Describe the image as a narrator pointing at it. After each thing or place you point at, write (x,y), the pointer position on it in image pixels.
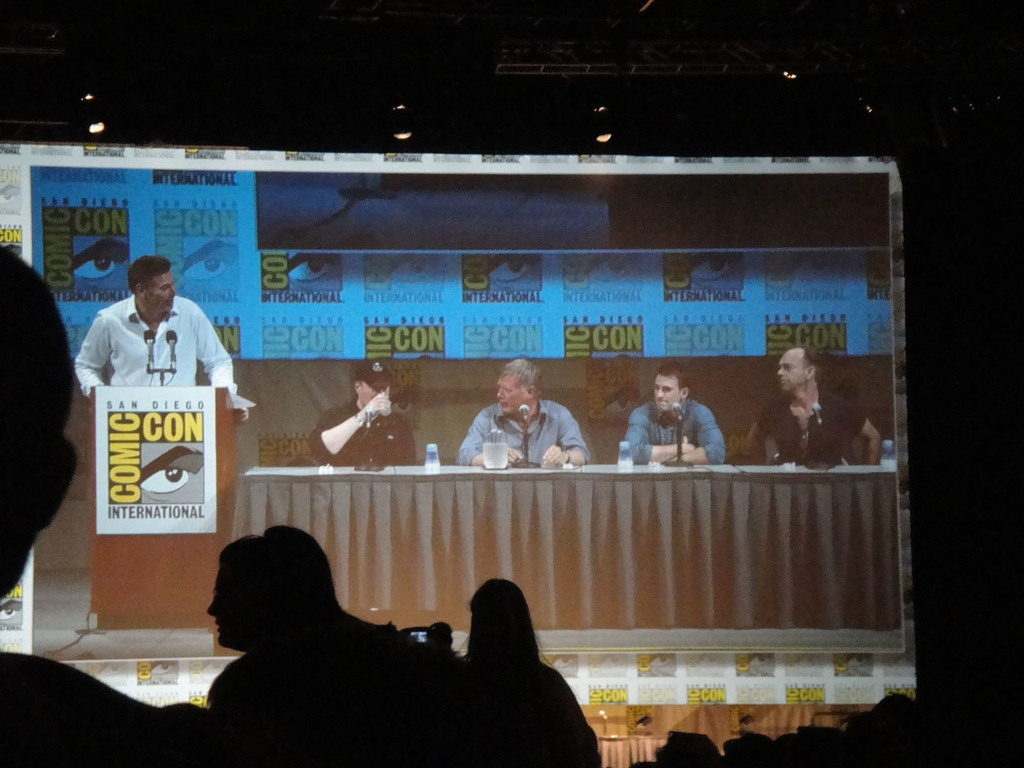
As we can see in the image there are few people (79,720) here and there, table (637,495), banner (159,450), mic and few of them are sitting on chairs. On tables (608,513) there are mics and glasses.
